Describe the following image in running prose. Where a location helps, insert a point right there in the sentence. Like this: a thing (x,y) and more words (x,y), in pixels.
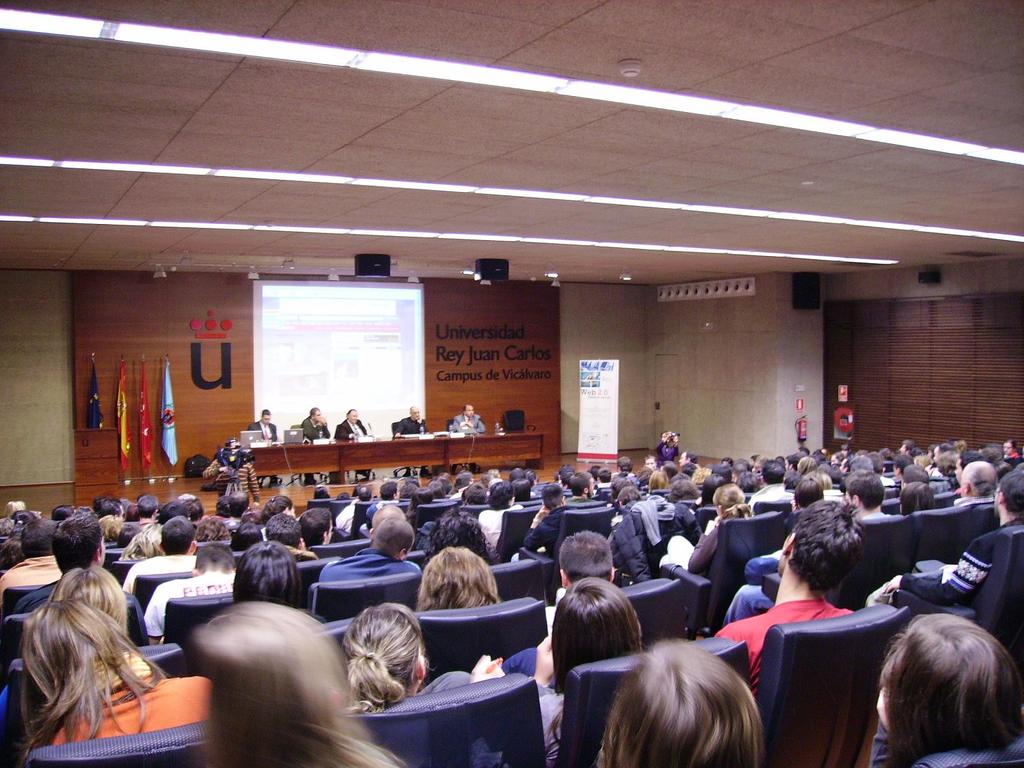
In this image we can see people (473,517) sitting on chairs (540,500). In the background of the image (109,338) there is wooden wall (180,326) with screen (334,331) and text (194,374). There are flags (123,405). There are people (356,437) sitting on chairs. In front of them there is a table (389,443) on which there are laptops (287,432) and other objects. At the top of the image (456,191) there is ceiling (684,174). There are lights (525,81). To the right side of the image (873,301) there is wall (971,422).
